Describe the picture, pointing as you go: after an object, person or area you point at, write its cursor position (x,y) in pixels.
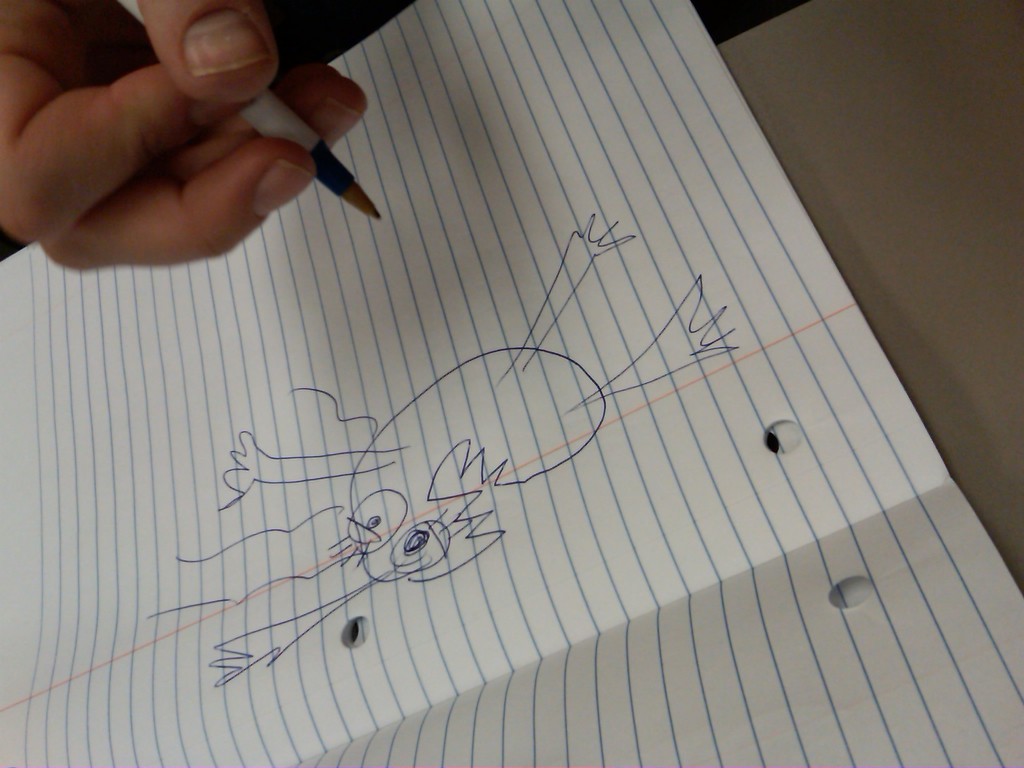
In this image we can see some person (300,191) holding the pen (261,101) and we can also see the paper (618,262) with the drawing (561,314).
